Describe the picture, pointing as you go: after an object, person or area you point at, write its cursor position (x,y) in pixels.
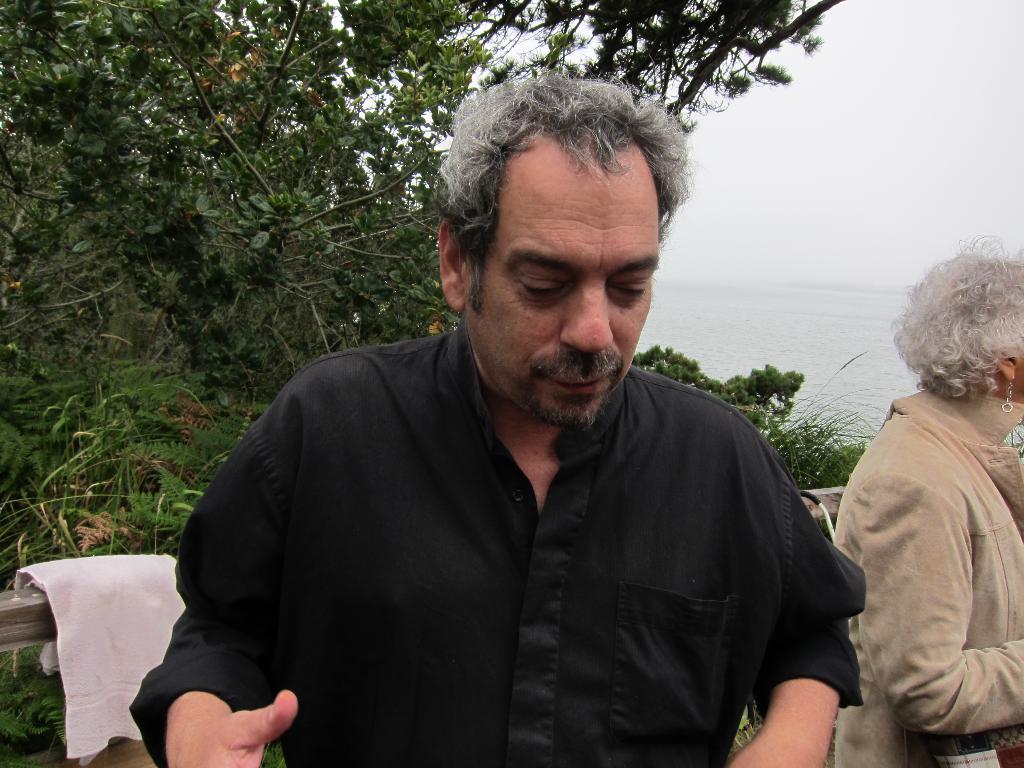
In this image in the foreground (582,558) there is one man (596,425) and one woman (948,507), and in the background (124,587) there is one cloth (173,598) and some objects (3,595), trees (211,331) and grass (49,406) and there is a river (773,288). At the top (842,144) there is sky (870,166).
